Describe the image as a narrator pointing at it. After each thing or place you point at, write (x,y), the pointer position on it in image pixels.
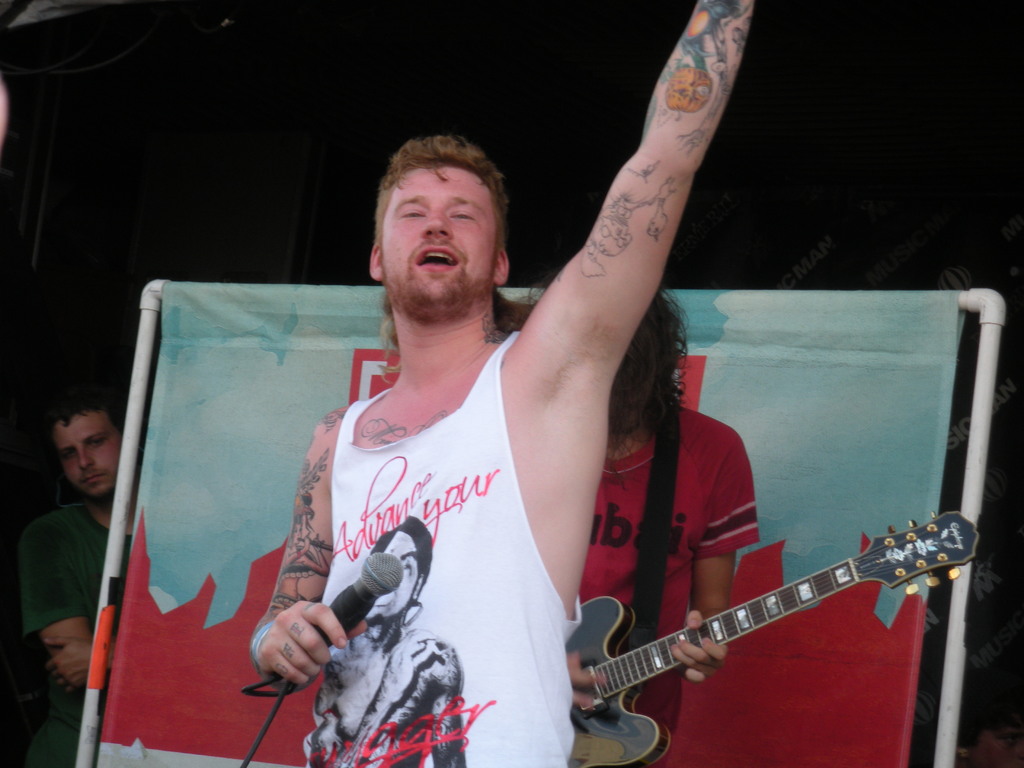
In this picture we can see a man (544,553) holding mic (378,579) in his hand (284,669) and shouting and at back of him other person (680,578) holding guitar (612,686) in his hand (588,677) and playing it and in background (245,355) we can see banner (244,341) and some person (105,468) standing beside it.
